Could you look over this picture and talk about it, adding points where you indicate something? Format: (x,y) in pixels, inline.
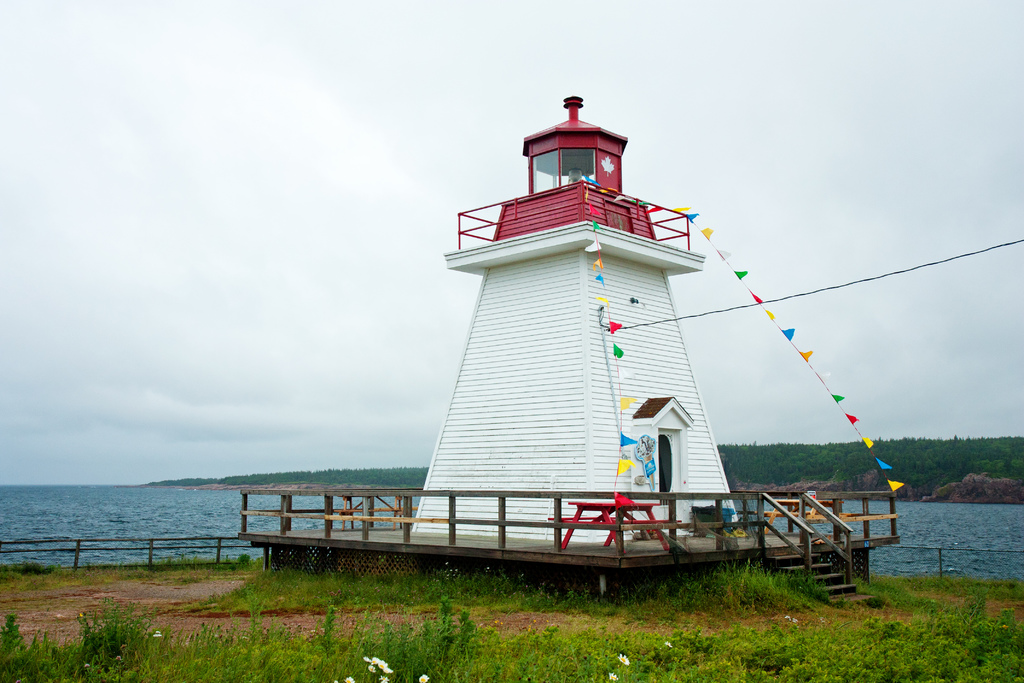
In this image we can see a Neil's harbor (595,465). We can also see some plants (572,650) with flowers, the rock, grass (358,595), fence (237,544), a large water body (199,512), a group of trees (931,474) and the sky (262,330) which looks cloudy.
